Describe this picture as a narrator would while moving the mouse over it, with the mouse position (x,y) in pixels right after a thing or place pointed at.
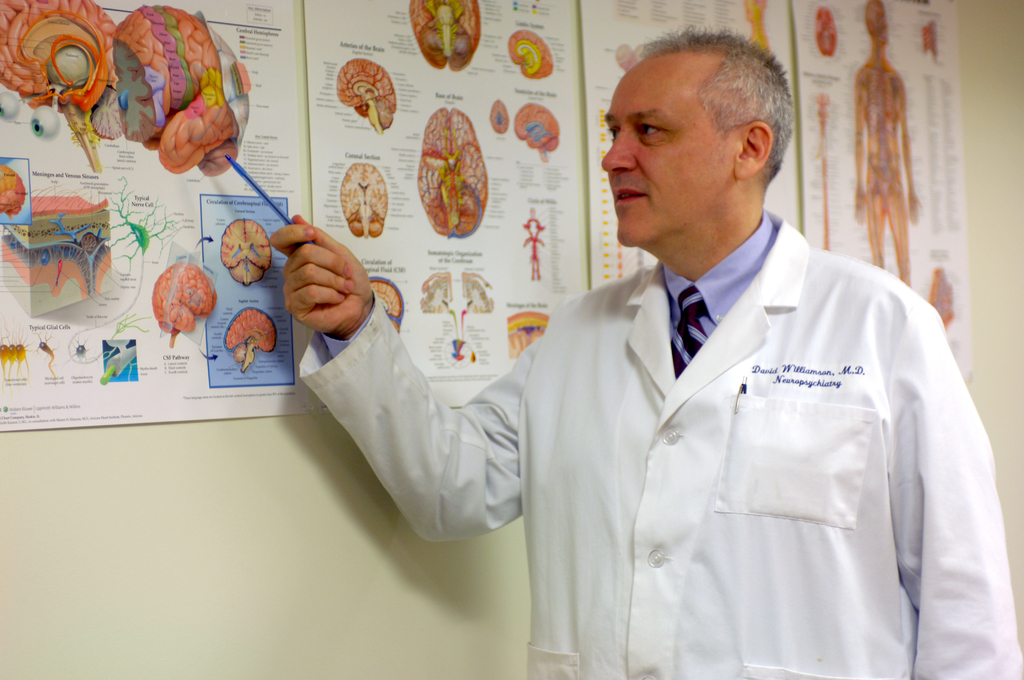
In this picture we can see a man (603,417), he wore a white color dress (583,442), he is holding a pen (273,202), in front of him we can see few posters (190,361) on the wall (150,490).
